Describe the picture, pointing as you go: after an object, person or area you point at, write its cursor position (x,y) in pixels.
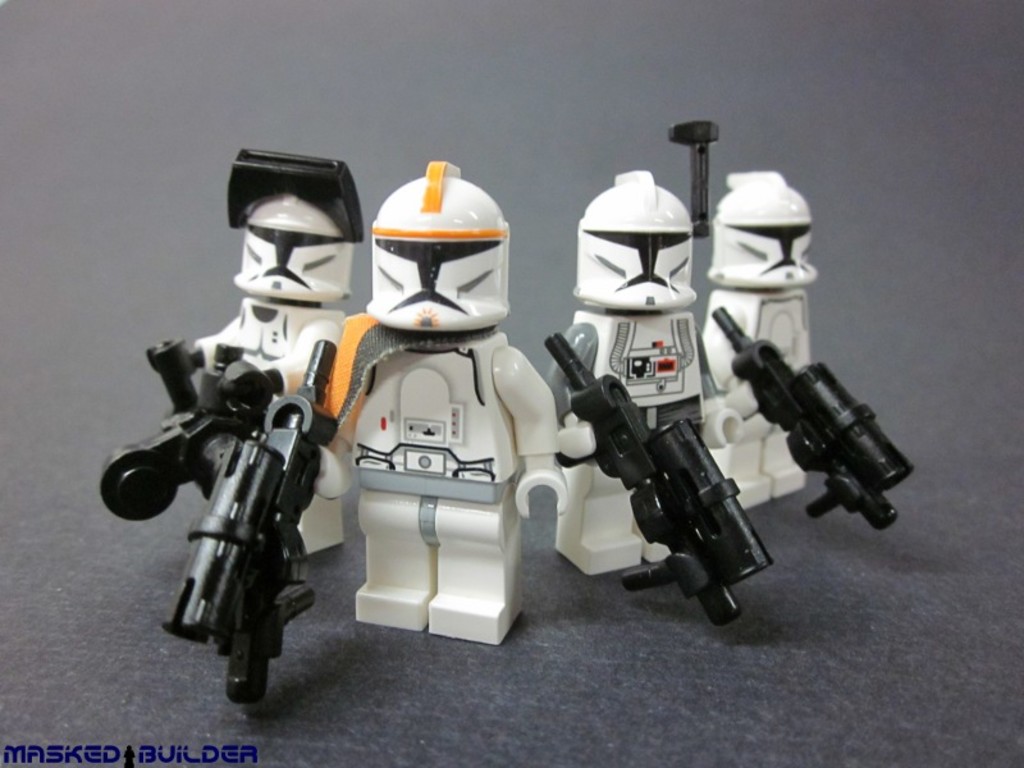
In this picture I can see group of toys (384,429) which are white in color. These toys (532,400) are on a black color surface (454,676). On the bottom left (124,751) something written on the image.
